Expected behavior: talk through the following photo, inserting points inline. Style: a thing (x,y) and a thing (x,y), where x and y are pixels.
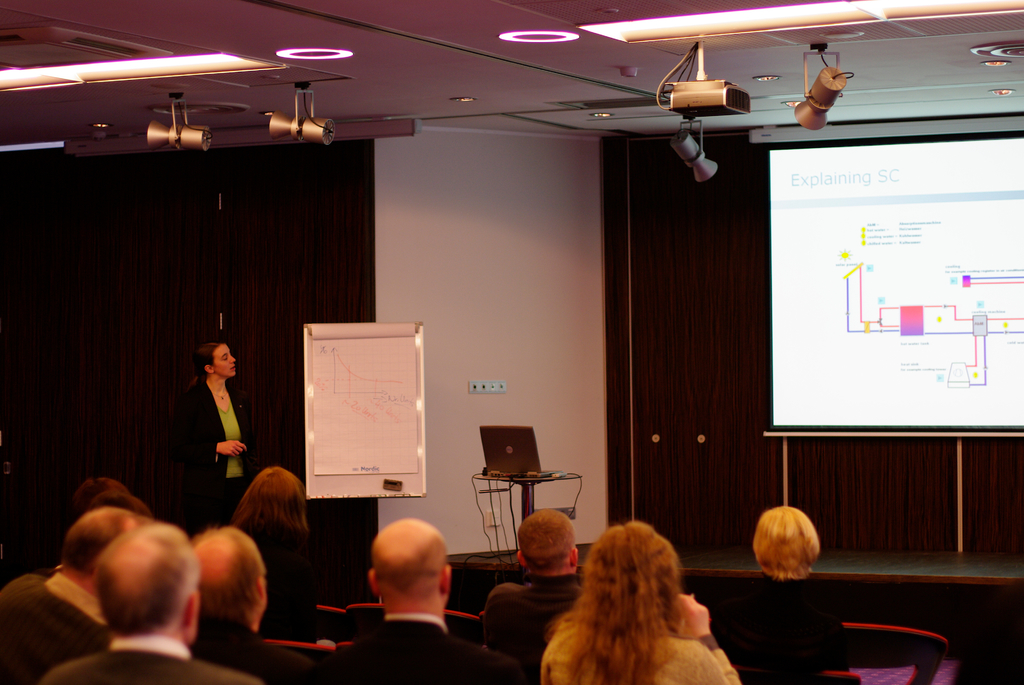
In this picture I can see there is a woman (240,462) standing on to left (211,466) and there is a whiteboard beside them, there is a screen (908,342) on to right (867,291) and there is a table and there is a laptop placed on it. There is a projector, lights (651,31) attached to the ceiling (654,54) and there are few spotlights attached to the ceiling (655,70). There are a group of people (415,558) sitting in the chairs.
